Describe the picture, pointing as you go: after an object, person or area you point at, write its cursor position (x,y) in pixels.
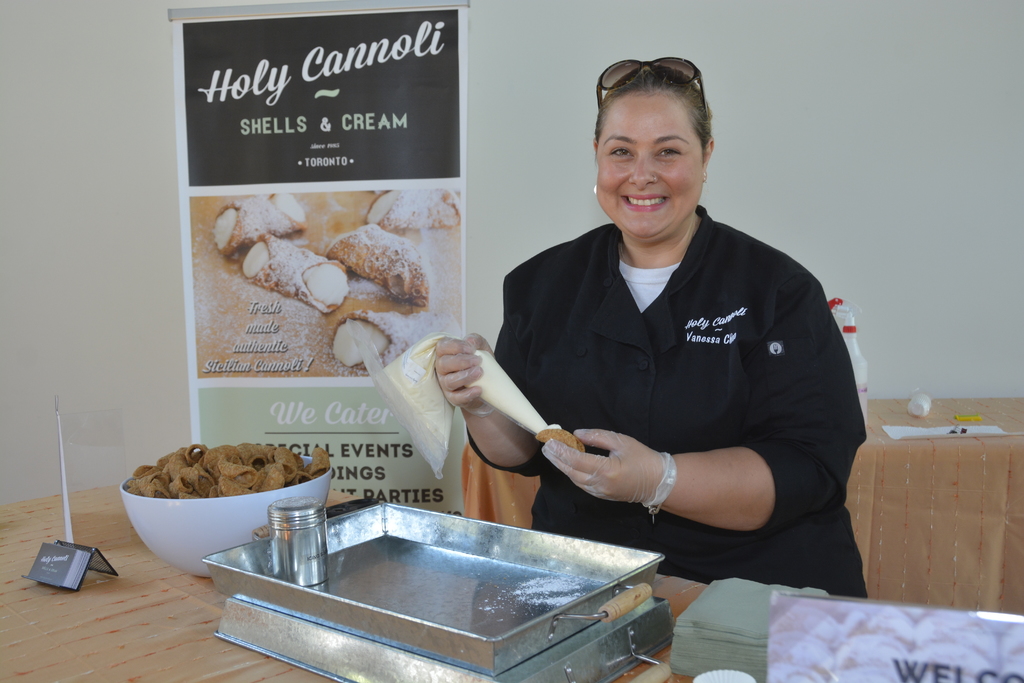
In the image there is a woman (548,378) cooking some dessert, there is a table (341,496) in front of her and on the table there are some snacks (201,461) kept in the bowl (177,552) and beside that there are two aluminum trays (518,601) and some other objects (312,544), behind the woman (664,377) there is a banner (240,184) with some information (313,413) of the dessert (328,290) and beside that there is a table (946,412) and on that table (868,425) there are some other objects (975,413) kept. In the background (901,79) there is a wall (479,147).
